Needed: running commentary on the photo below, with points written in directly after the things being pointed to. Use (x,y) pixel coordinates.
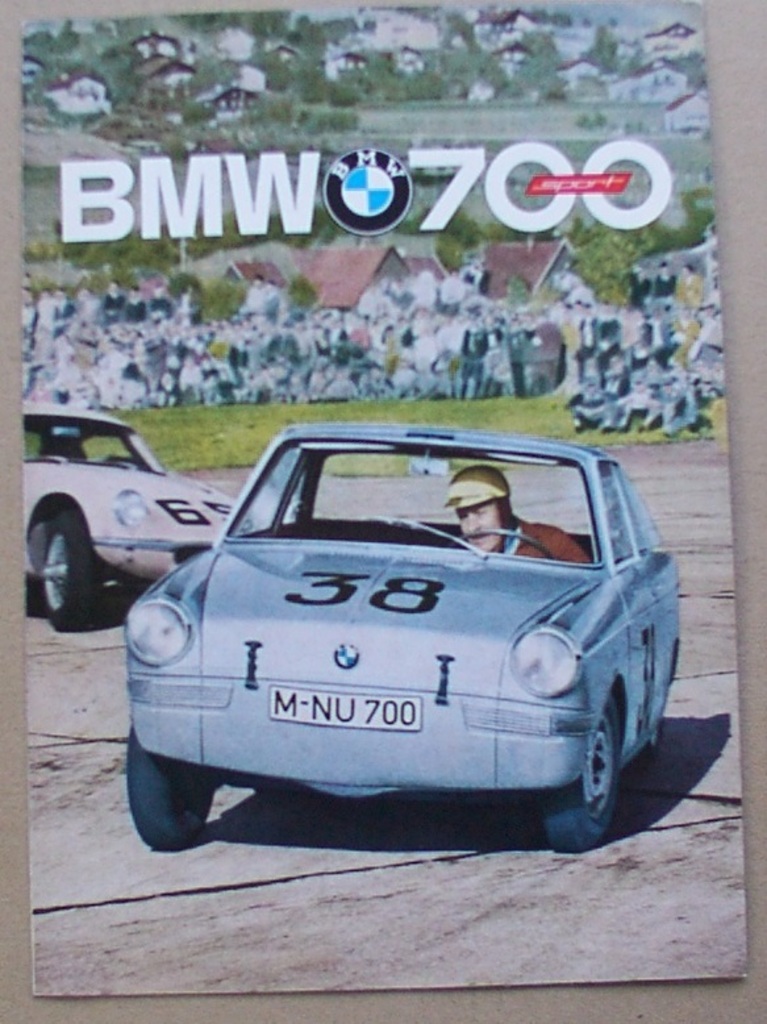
In this picture we can see poster (310,659), on this poster (478,579) we can see cars (136,509). There is a man (503,525) sitting in a car (452,691) and we can see text (666,197). In the background of the image (279,408) we can see grass (635,131), houses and trees (268,122).
